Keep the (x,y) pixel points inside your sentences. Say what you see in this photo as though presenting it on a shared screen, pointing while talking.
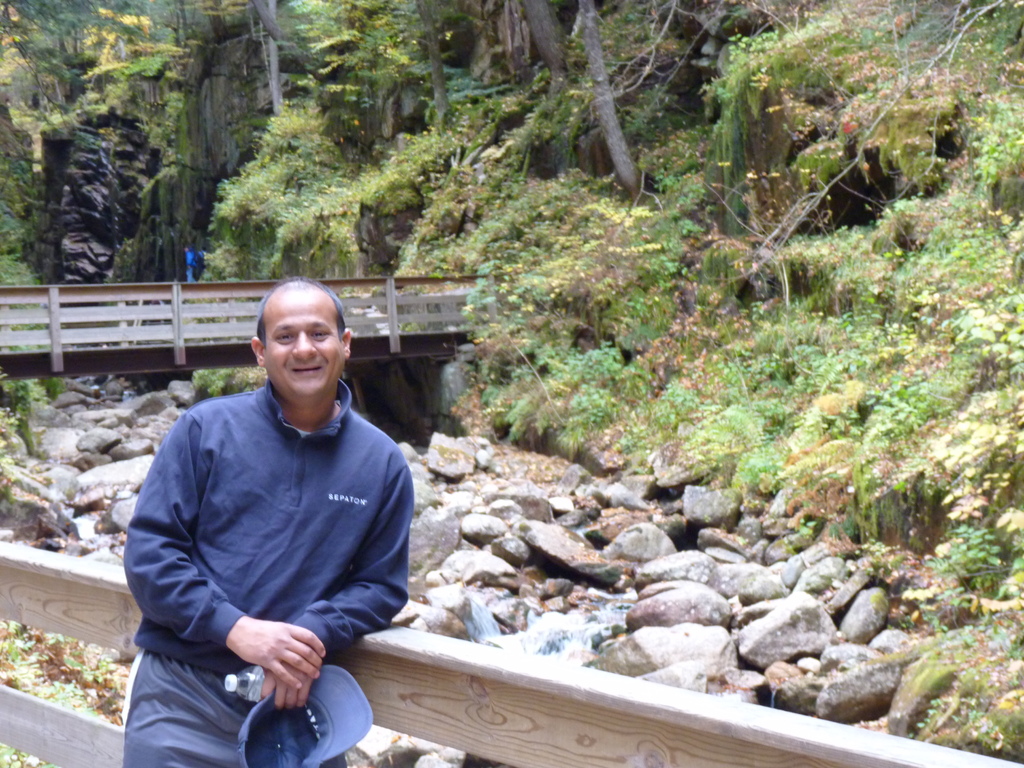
In this image we can see a man (234,583) standing and leaning on the wooden grills (416,660), rocks (636,562), water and trees (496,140).
